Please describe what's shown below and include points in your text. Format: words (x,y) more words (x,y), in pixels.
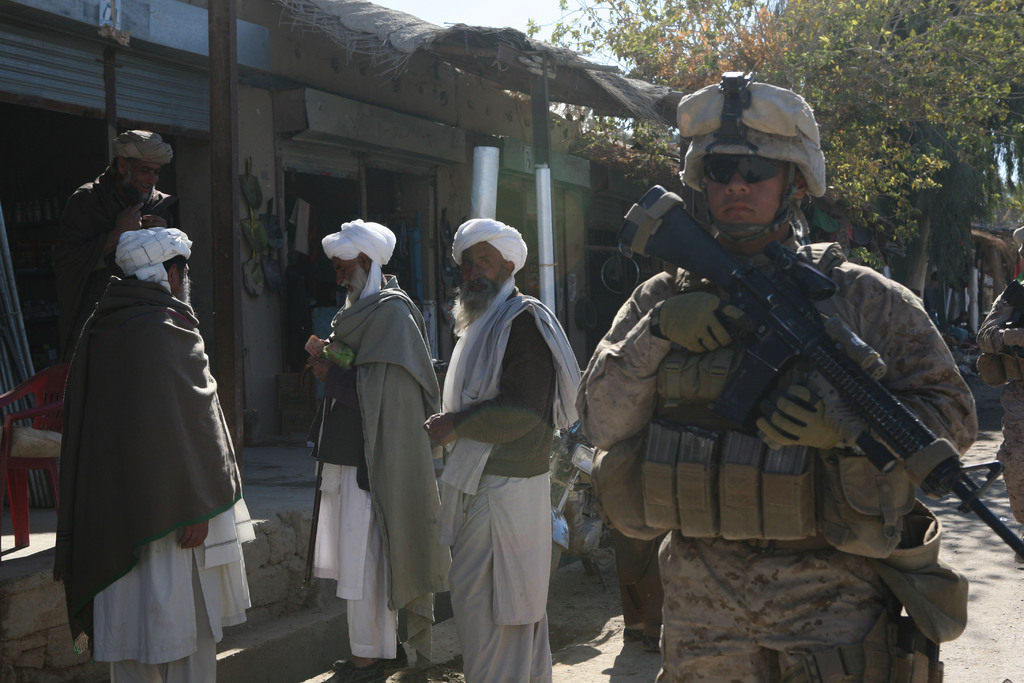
On the right side (689,152), there is a person (710,106) in an uniform (845,612), holding a gun (868,414) and standing. In the background (942,36), there are persons (1001,337) in different color dresses (96,273), standing, there are trees (843,72), a building (163,42) and there is sky (596,44).
